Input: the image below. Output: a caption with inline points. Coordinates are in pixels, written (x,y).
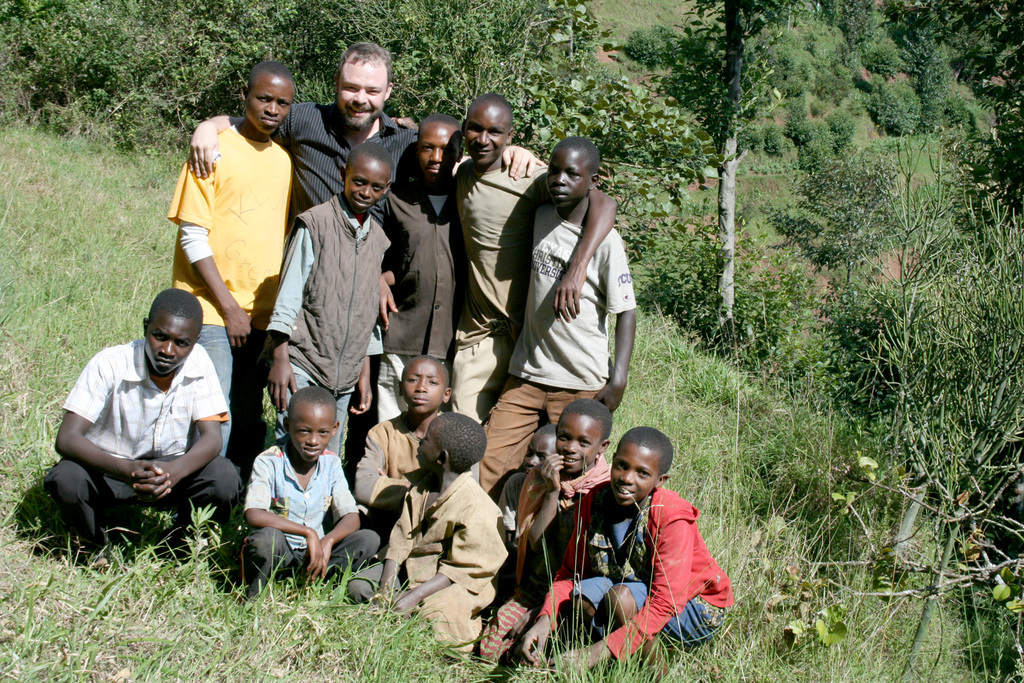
There are some people (427,238) standing and sitting on the grasses (720,506). In the background (612,148) there are trees (596,78).
